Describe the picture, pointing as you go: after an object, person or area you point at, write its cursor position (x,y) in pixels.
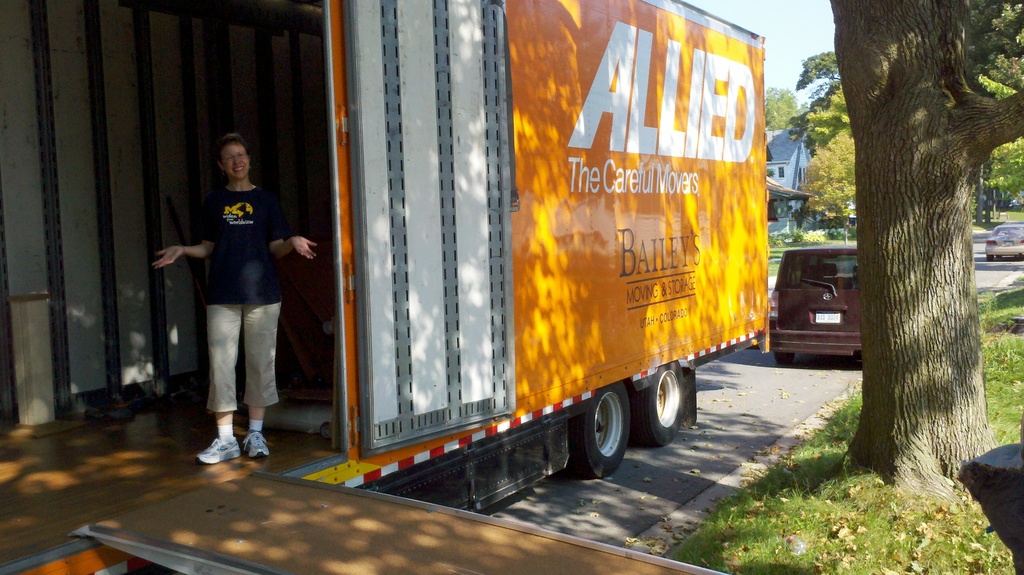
In this image, there are a few vehicles (760,233), trees (853,194), plants (821,231) and a house (784,203). We can see the ground (747,458) with some grass (1002,422). We can also see a person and some object (984,489) on the right (986,514). We can also see the sky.
